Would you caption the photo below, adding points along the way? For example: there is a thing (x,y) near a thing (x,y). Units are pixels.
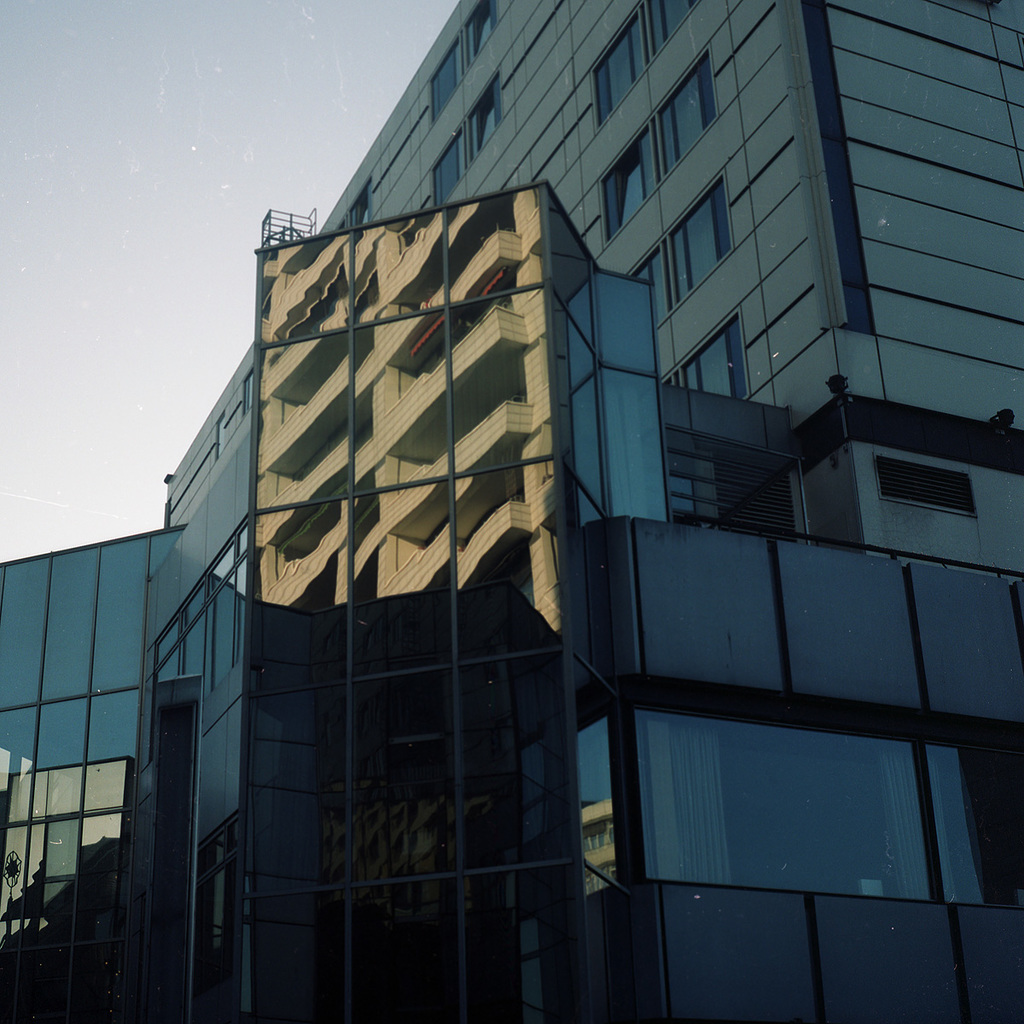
In this image we can see a building (374,497) and there is a sky (175,282) in the background (217,249).
